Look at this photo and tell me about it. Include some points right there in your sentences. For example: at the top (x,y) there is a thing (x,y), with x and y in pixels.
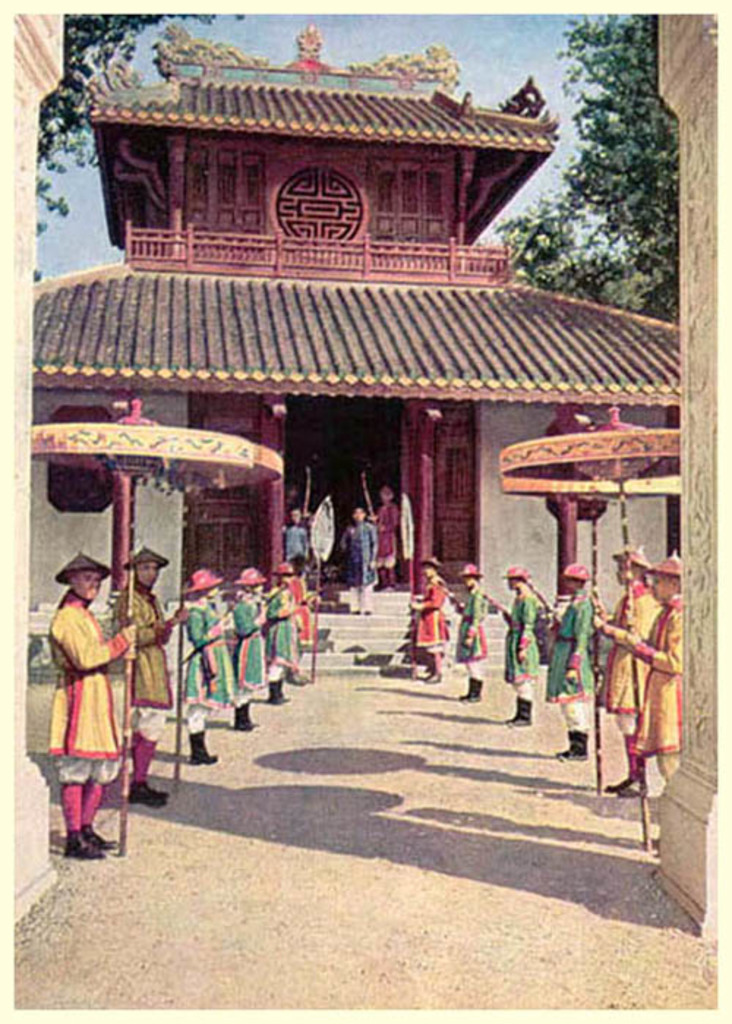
In this picture I can observe a temple (197,312) in the middle of the picture (372,494). In front of the temple (295,443) there are few people (227,672) standing on either sides of the picture. In the background (407,43) I can observe trees (656,137) and sky (397,39).
